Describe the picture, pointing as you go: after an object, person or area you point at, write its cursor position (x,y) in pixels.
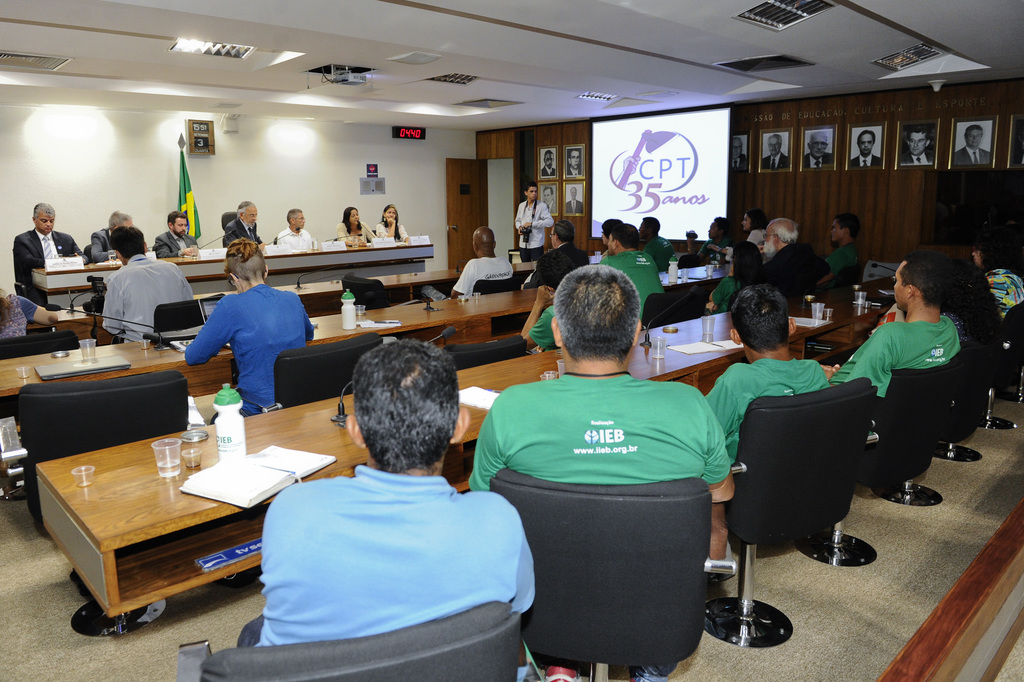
A group of people (456,558) are sitting in chairs (911,414) and listening to a people (354,229) who are sitting at a table (398,244) and talking to them.
